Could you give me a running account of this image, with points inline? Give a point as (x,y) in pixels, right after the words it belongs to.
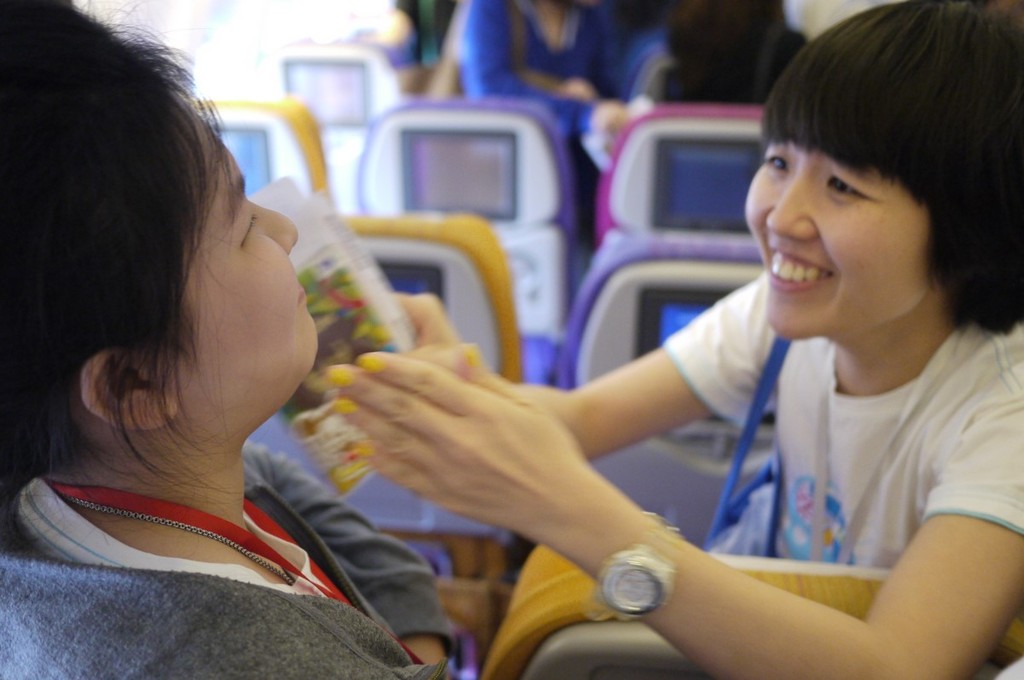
In this image, I can see the woman (859,537) sitting and smiling. She is holding a paper (313,249) in her hands (396,369). On the left side of the image (223,572), I can see another person (226,427). I think these are the chairs (522,265). In the background (595,25), I can see few people (542,71) sitting.
